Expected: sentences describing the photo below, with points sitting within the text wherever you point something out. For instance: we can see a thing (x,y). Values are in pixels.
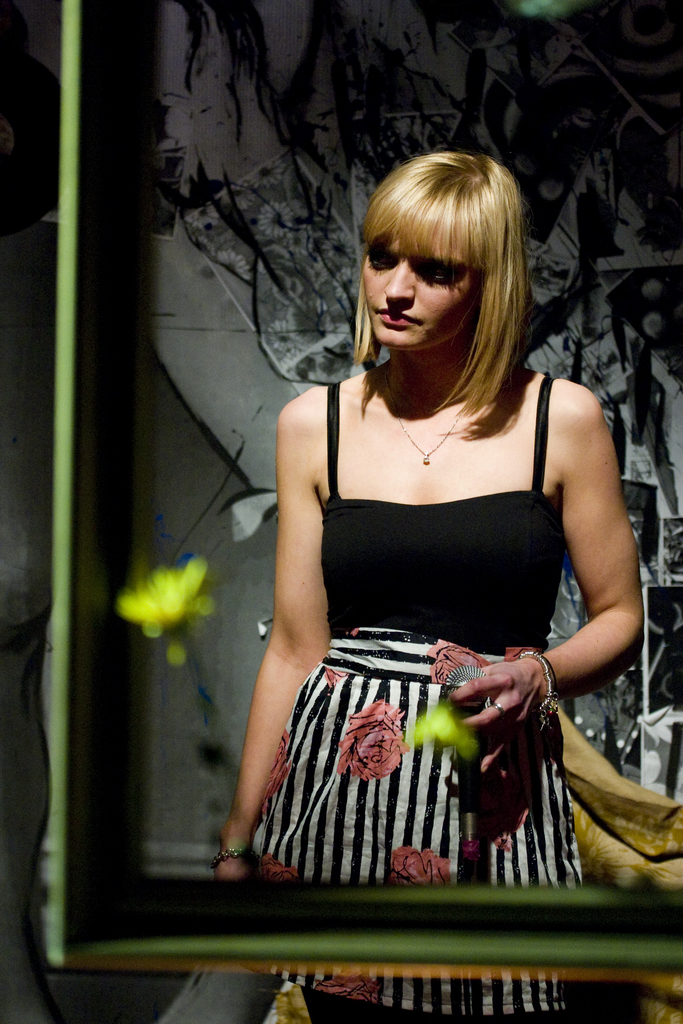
In the center of the picture (307,399) there is a woman (528,636) standing, she is a holding a microphone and she is wearing a black top (424,602). In the foreground (138,710) it is not clear. In the background (301,167) it is wall (593,158) with some designs (346,168) on it.
